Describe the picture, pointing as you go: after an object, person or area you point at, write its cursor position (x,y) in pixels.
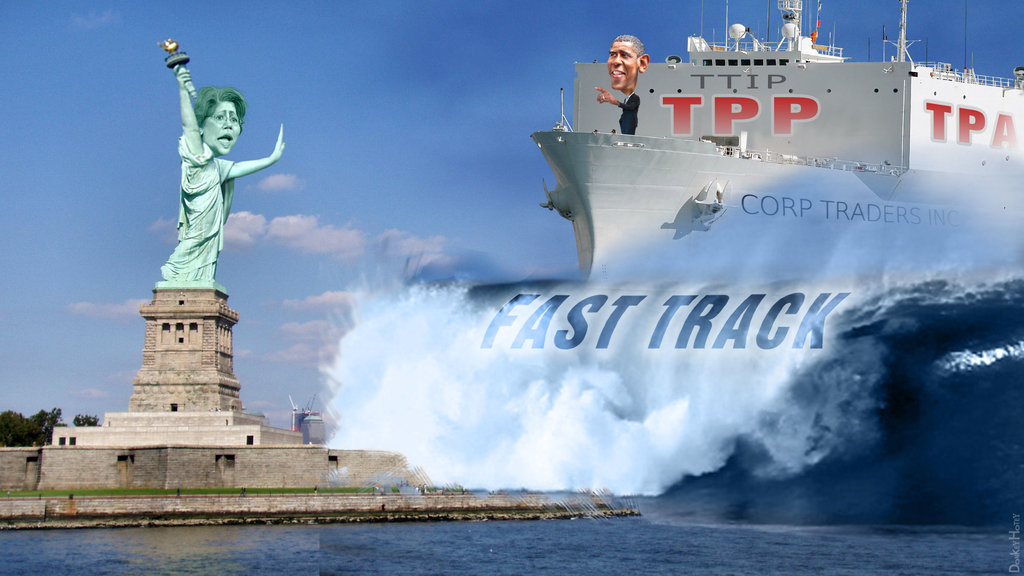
This is an edited image, we can see statue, ground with grass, trees (43,433), ship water (602,348), some text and the sky (281,240) with clouds (278,184).
